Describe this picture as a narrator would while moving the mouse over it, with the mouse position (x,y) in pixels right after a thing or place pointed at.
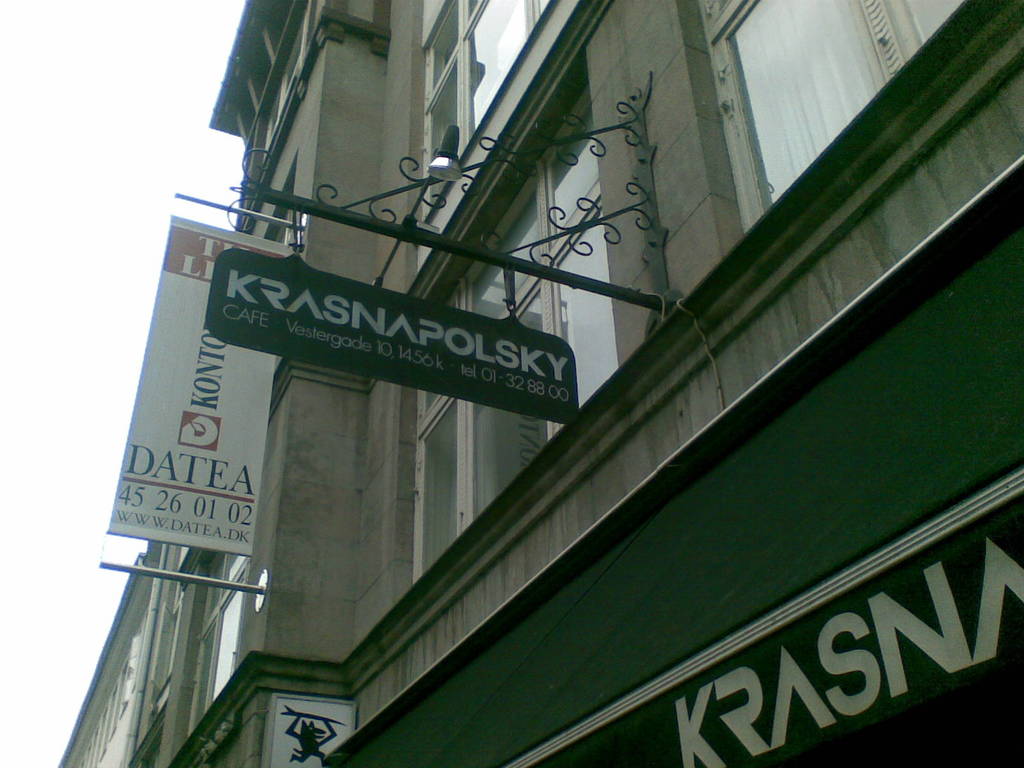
There are hoardings (859,655) and a banner (246,380) attached to the building (334,129), which is having glass windows (831,39). In the background (46,205), there is sky (94,126).
